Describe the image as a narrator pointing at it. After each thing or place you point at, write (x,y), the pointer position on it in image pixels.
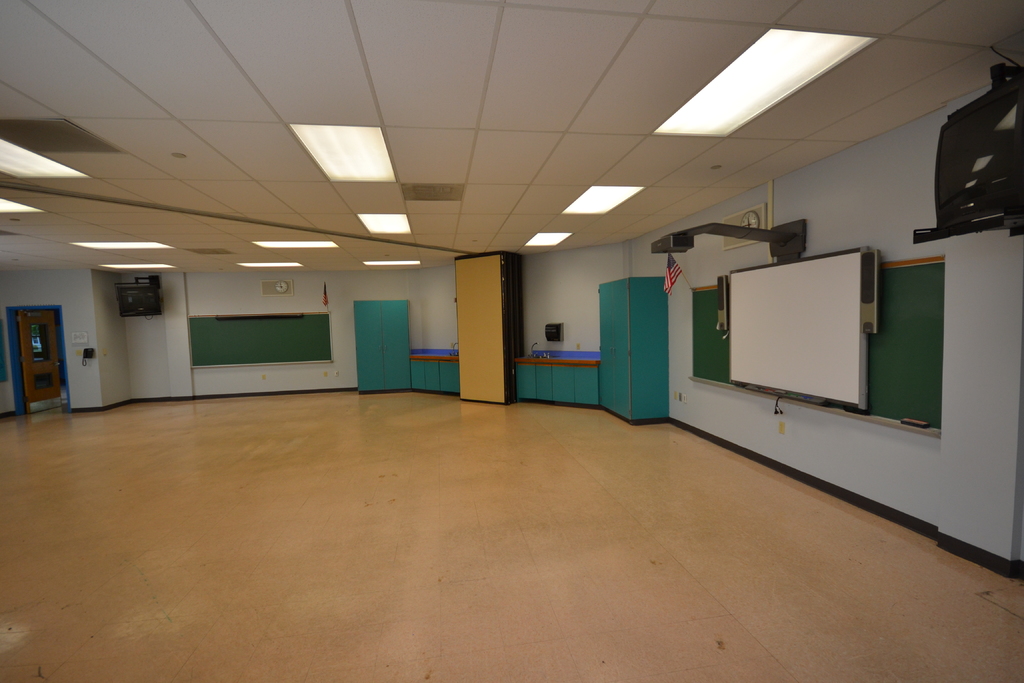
In a room (352,268) there are two boards (260,342) and in front of one of the board (704,330) there is a projector screen (782,343), beside the boards (717,332) there are cupboards (375,372) and cabinets (413,371), in the background (109,331) there is a wall (193,275) and on the left side (38,339) there is a door (46,379) beside the wall (6,339).
